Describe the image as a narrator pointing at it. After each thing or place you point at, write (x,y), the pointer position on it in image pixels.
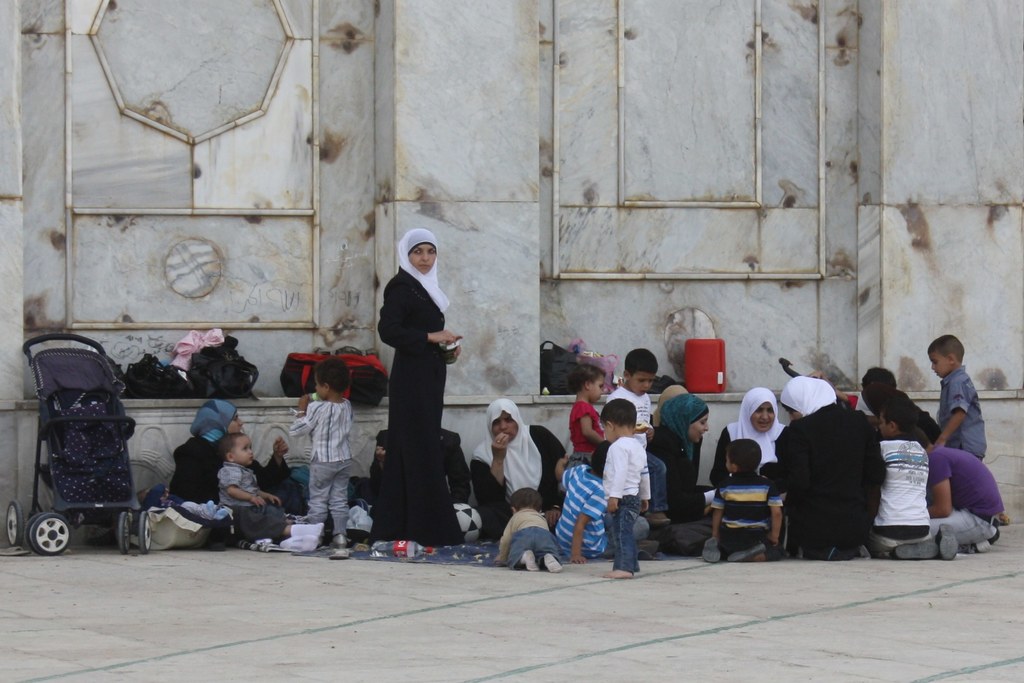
In the image there are many arab woman (802,423) and kids (643,511) sitting on the floor (283,633) and in the middle (396,307) a woman (411,329) standing and behind them there is a wall (507,97) with bags (363,360) on the shelf (152,409), on the left side (62,481) there is a baby cradle (96,507).
